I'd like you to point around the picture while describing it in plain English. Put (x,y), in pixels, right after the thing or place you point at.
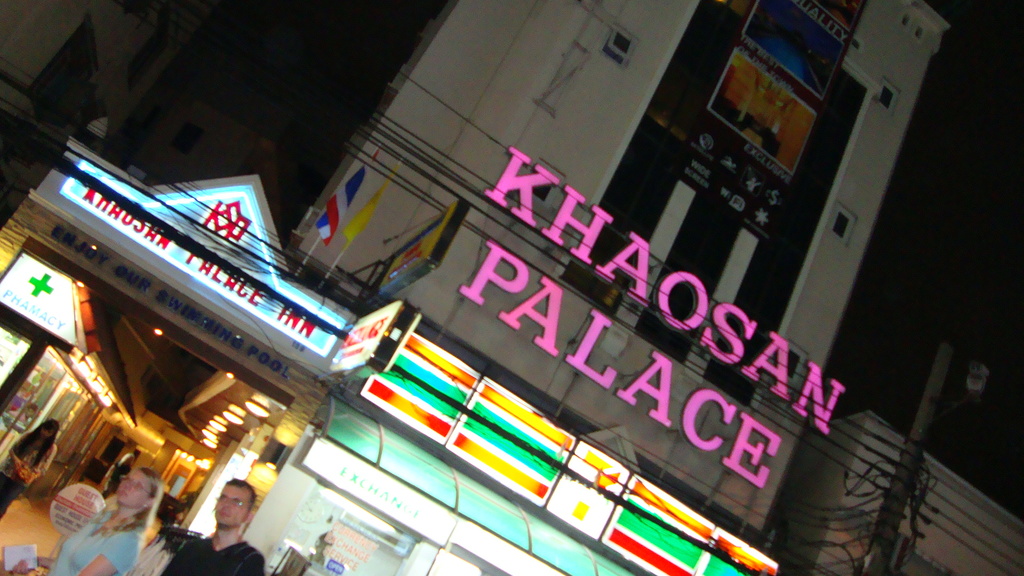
In this picture we can see a few people (61,572) on the left side (210,568). There is a board (53,518). We can see some buildings (494,121) and a few lights (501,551) on top (841,179).
